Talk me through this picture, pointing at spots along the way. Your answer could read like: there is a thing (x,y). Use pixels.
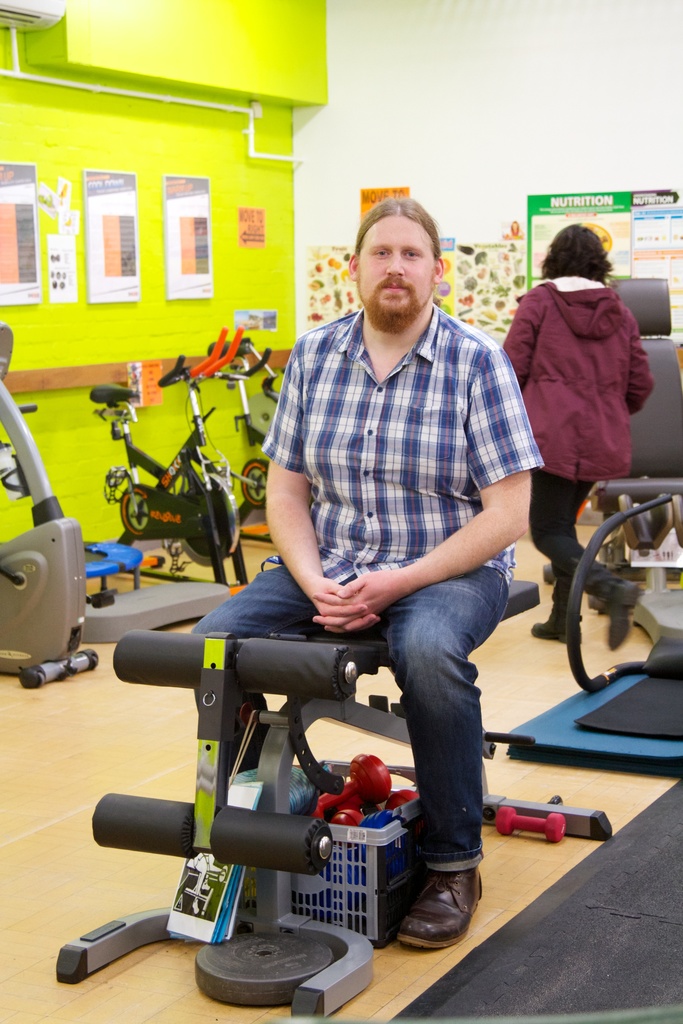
There is a man (412,425) sitting on an equipment (322,656) in the foreground area of the image (291,660), there are exercise bikes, a person (583,367), posters (198,233) and a pipe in the background (6,187).
